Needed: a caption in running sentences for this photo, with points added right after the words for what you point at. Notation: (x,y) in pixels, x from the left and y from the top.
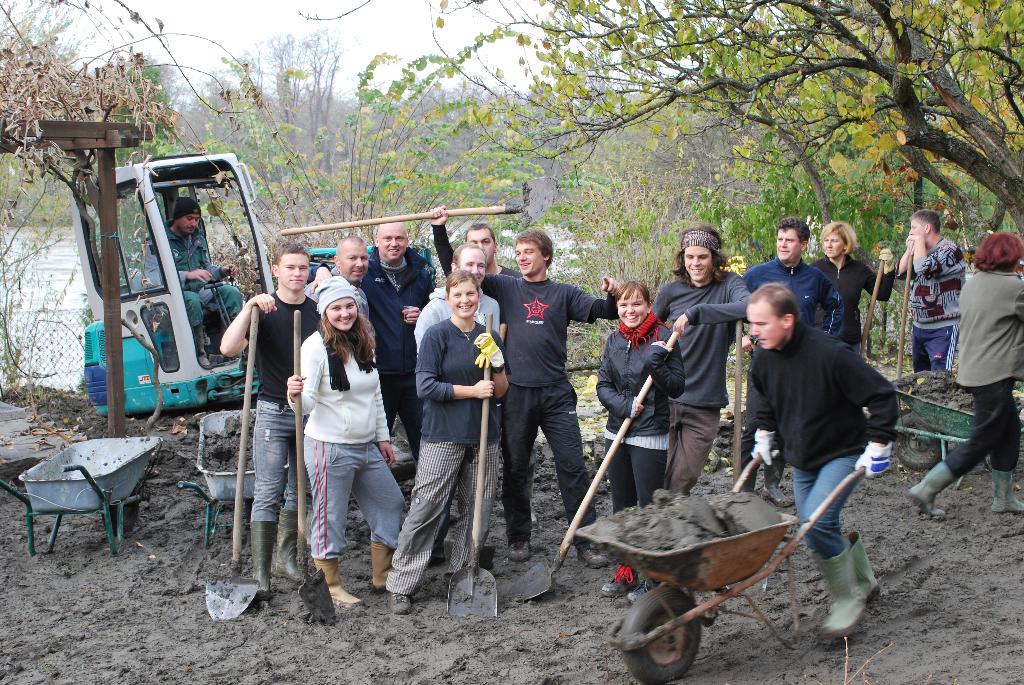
This image is taken outdoors. At the bottom of the image (254,619) there is a ground (425,648). At the top of the image (301,21) there is the sky (373,38). In the background (860,184) there are many trees (667,143) and plants (24,118) on the ground (72,410). There is a pond (58,253) with water (41,259) and there is a mesh (47,359). There is a vehicle (186,368) parked on the ground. In the middle of the image (478,345) a few people (468,354) are standing on the ground (877,525) and they are holding spades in their hands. There are a few trolleys (235,476) with mud (231,431) in them. On the right side of the image (951,459) a person (955,478) is walking on the ground (963,484). In the middle of the image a man (757,323) is walking on the ground (810,561) and he is holding a trolley (769,545) in his hands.
